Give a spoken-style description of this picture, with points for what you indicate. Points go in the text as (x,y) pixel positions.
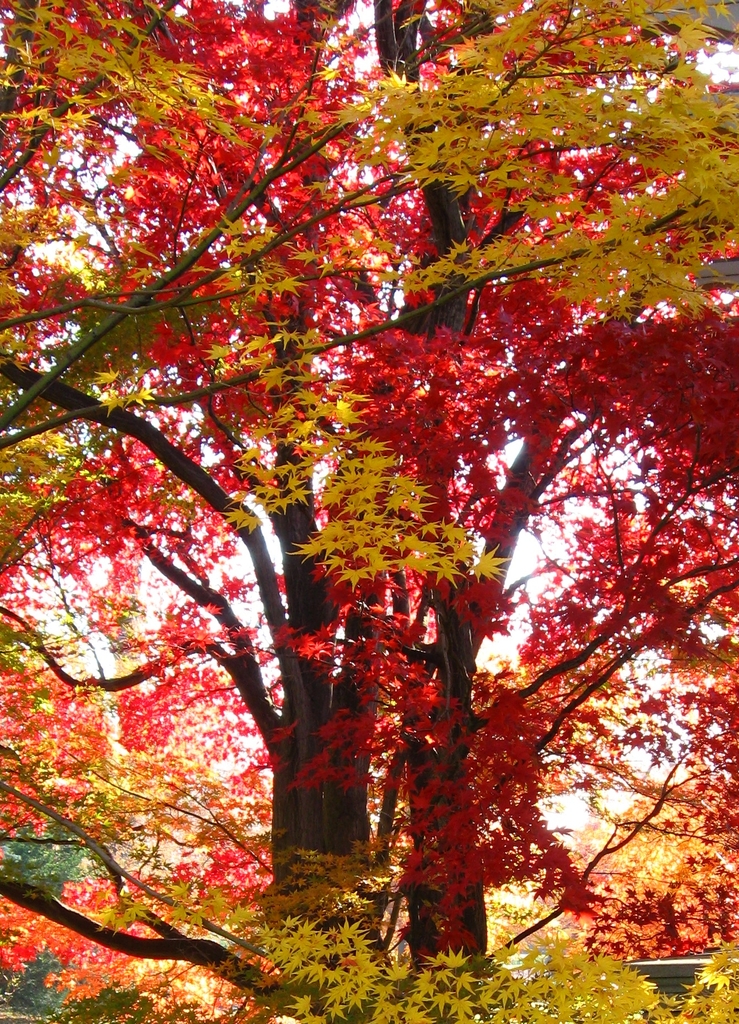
In this picture I can see the trees (400,560). I can see red and yellow leaves (433,404).
